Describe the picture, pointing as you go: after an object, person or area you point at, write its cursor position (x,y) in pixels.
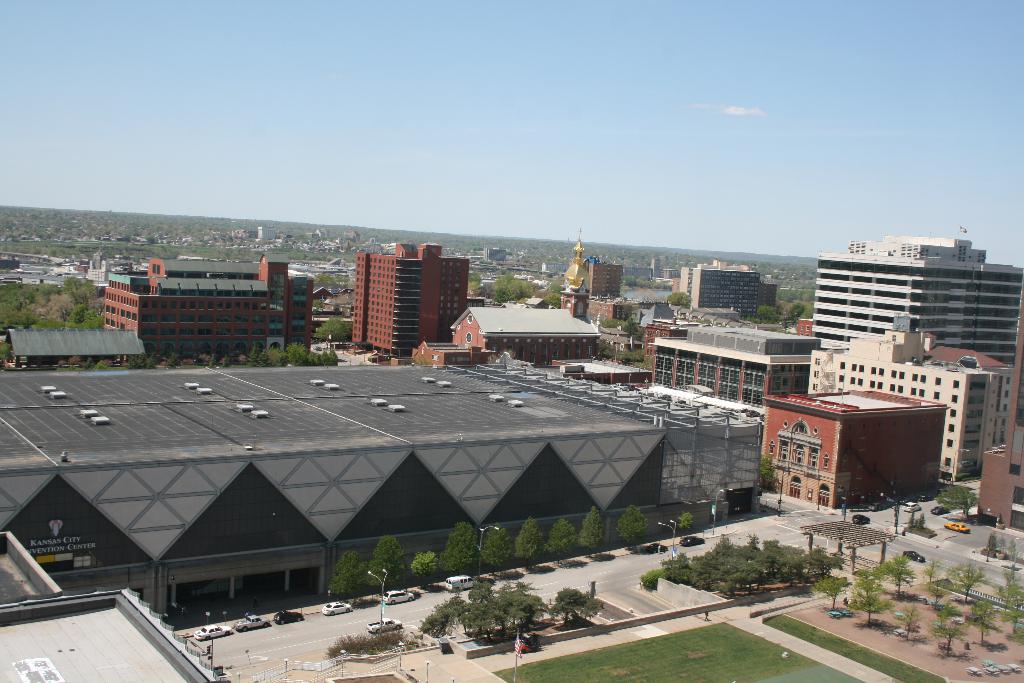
This picture is clicked outside. In the foreground (639,641) we can see the vehicles (408,601), poles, trees (760,581), grass (701,651) and some buildings (120,388). In the center (585,307) there is a tower (576,296) and we can see the buildings (277,292) and trees (92,301). In the background (856,132) there is a sky (608,182).
